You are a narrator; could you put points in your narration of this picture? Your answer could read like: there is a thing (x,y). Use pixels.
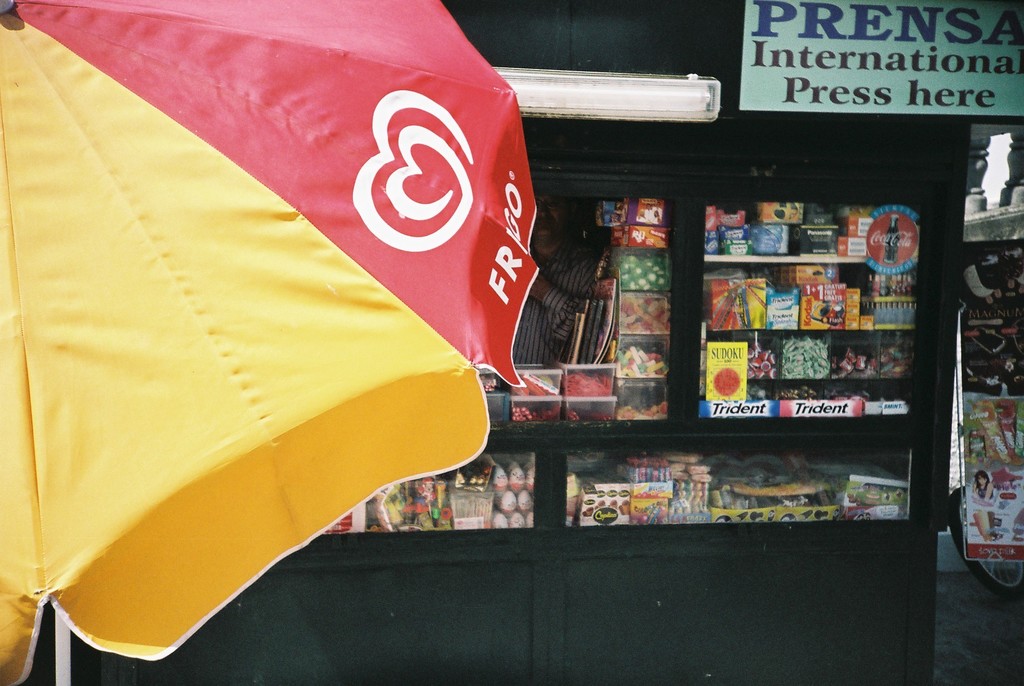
In this image we can see an umbrella (243,103). There is a stall (652,190). There is a person (527,306) standing. There is a board (831,87) with some text (784,57) on it.
